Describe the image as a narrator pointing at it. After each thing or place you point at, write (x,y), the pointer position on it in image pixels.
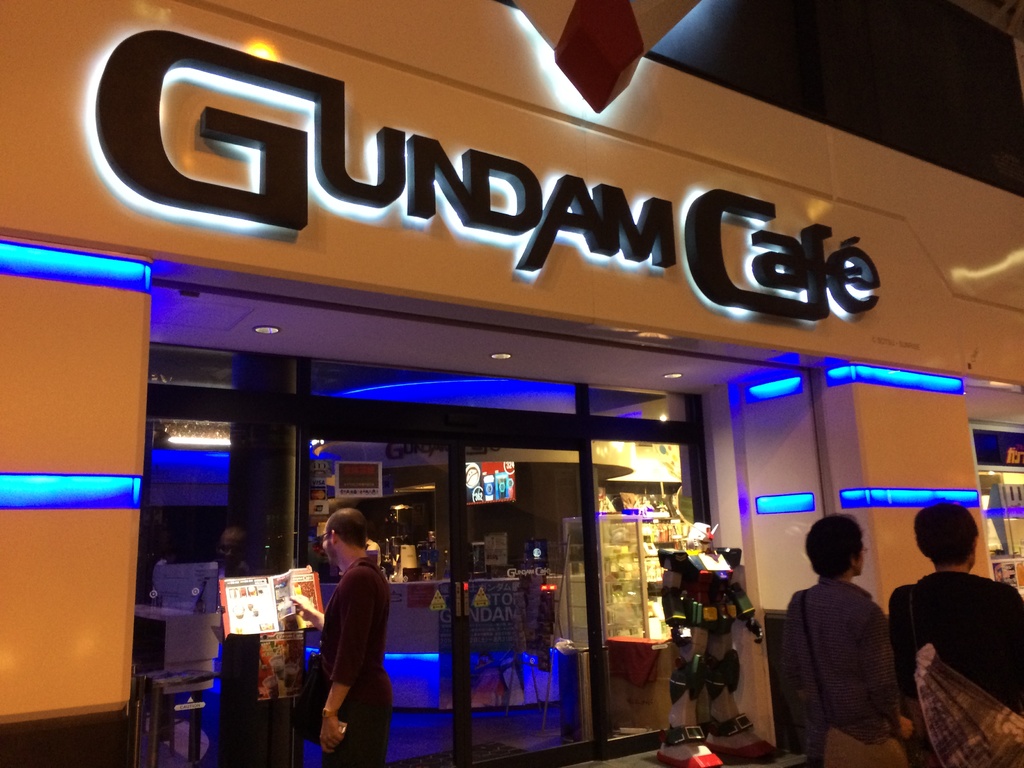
In this image I can see the store (582,397) and few objects (448,608) inside the store (476,383). I can see the glass walls (507,611), lights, few people (337,715) and one person (336,616) is holding something. I can see the robot (712,611).
